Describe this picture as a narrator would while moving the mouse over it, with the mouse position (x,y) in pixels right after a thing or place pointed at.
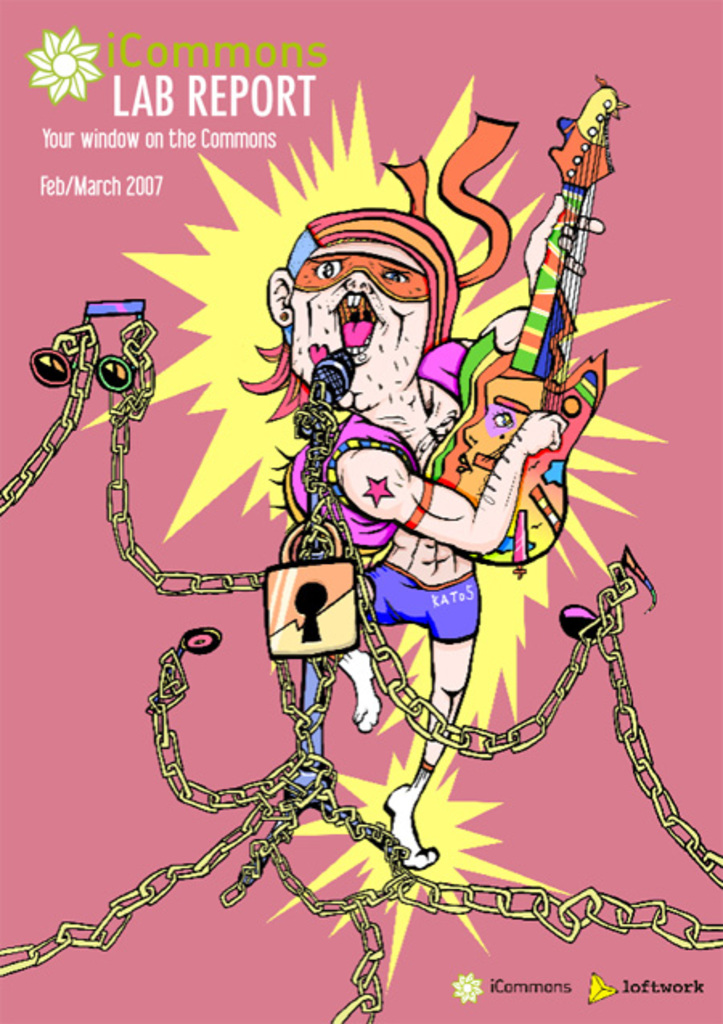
This image consists of a poster (529,444) on which I can see painting (381,432) of a person (416,575) is holding a guitar (545,279) in the hands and standing. In front of this person (342,341) there is a mike (313,436) along with some chains (192,585). On the left top of the image (177,109) I can see some text (281,87).
